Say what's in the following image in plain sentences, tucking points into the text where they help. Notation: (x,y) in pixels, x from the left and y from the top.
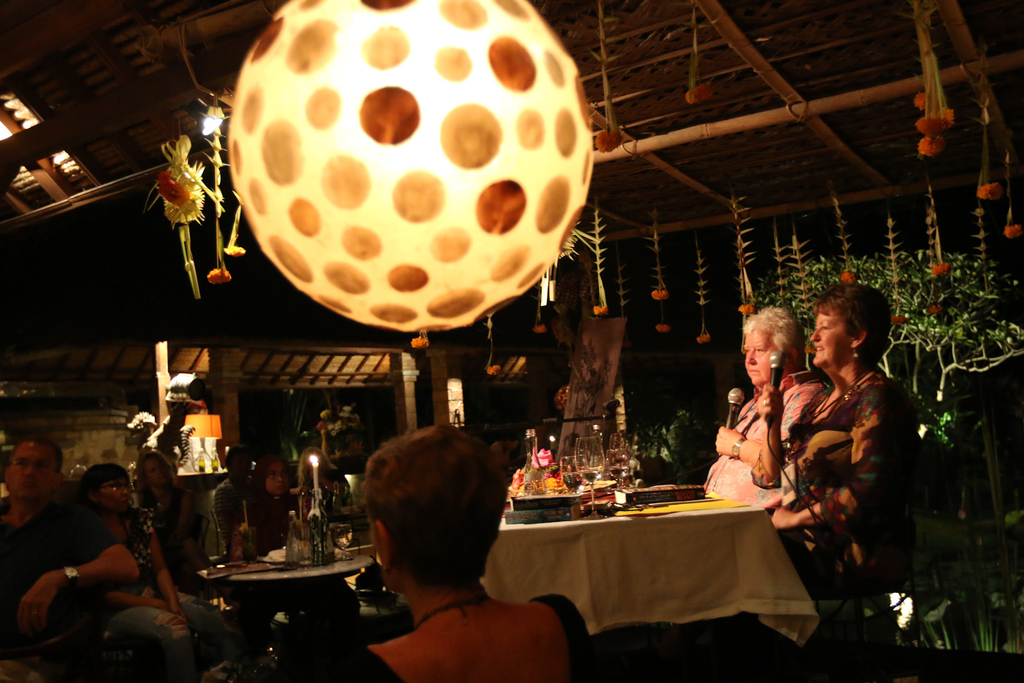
In this image we have a group of people (431,568) who are sitting on the chair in front of the table (655,538). On this table (612,524) we have glass bottle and few other stuff (570,505) on it. On the top of the image (437,176) we can see a ball of light (419,193). On the right side of the image (846,452) we have two women (826,399) who are holding a microphone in their hands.
